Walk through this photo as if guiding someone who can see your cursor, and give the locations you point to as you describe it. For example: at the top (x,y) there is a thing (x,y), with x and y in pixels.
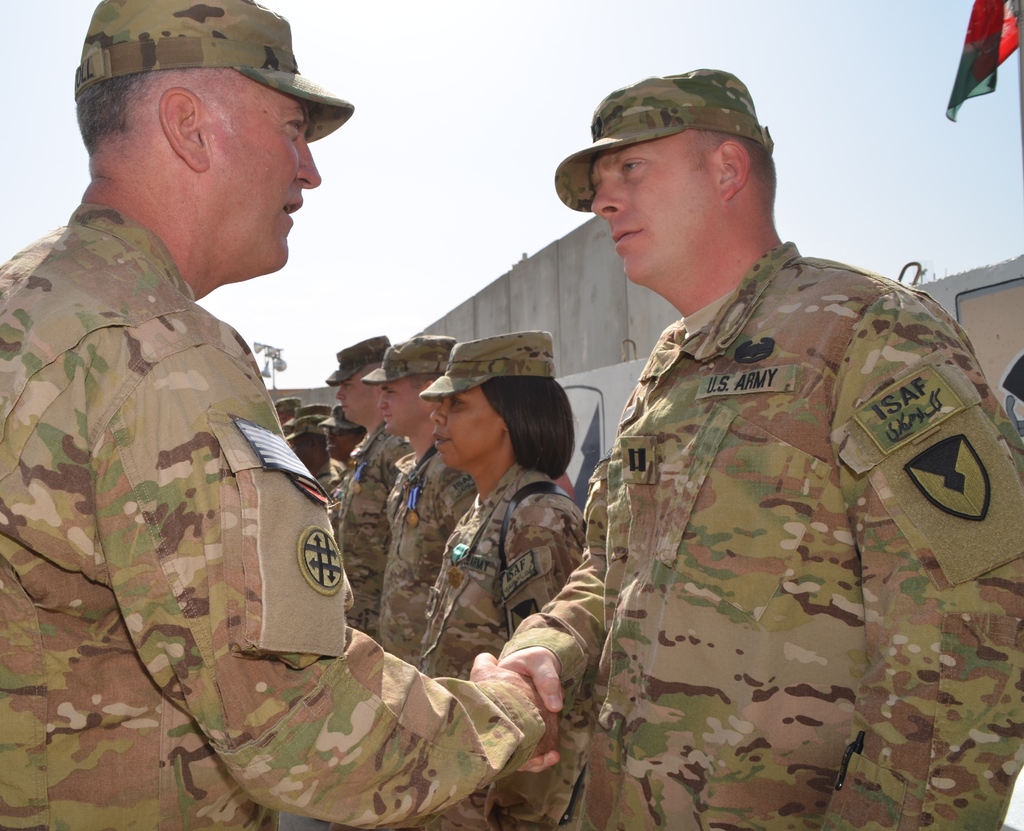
In this image, we can see some people (420,511) standing and there are two men (93,395) standing and they are shaking hands (546,698), at the top (357,78) there is a sky (451,65).
